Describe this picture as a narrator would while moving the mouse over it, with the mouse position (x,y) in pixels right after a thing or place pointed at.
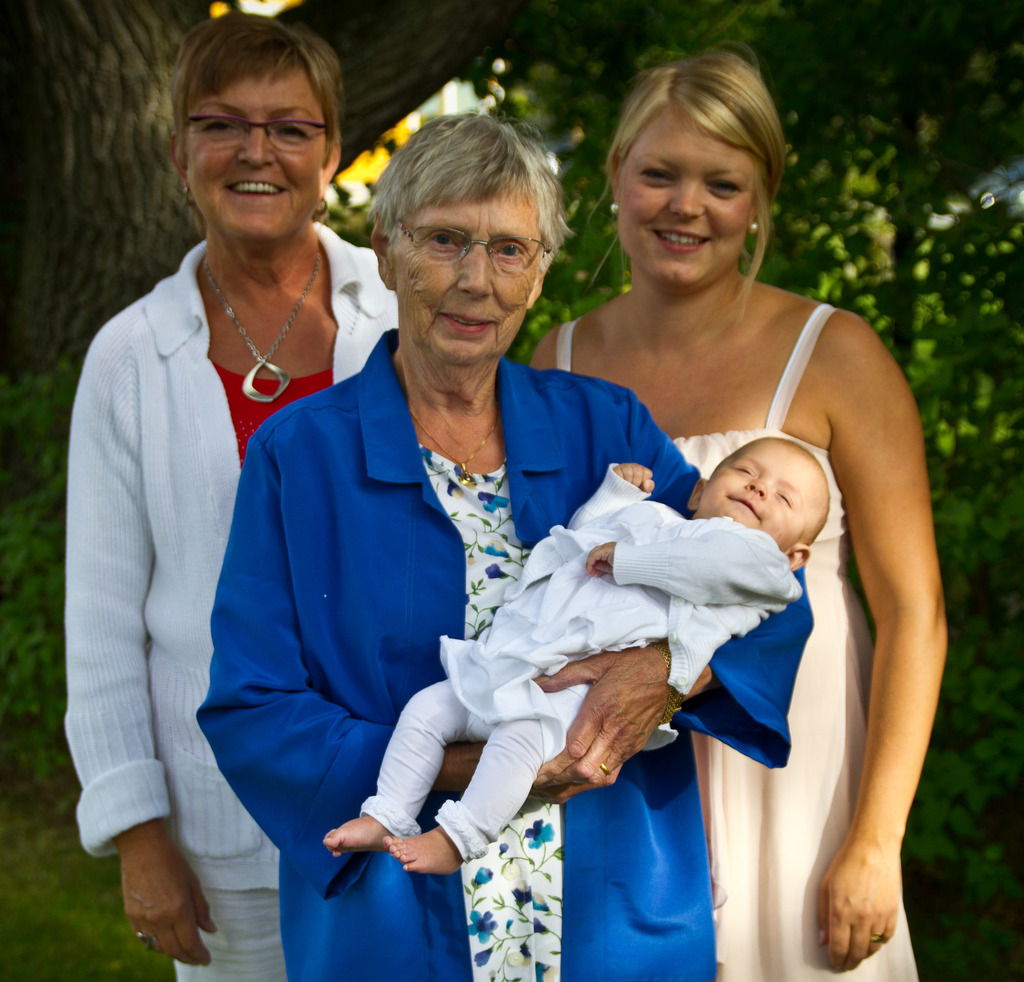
In this image I can see four people (473,532) with different color dresses (444,600). In the background (357,44) I can see the trees (359,145).
